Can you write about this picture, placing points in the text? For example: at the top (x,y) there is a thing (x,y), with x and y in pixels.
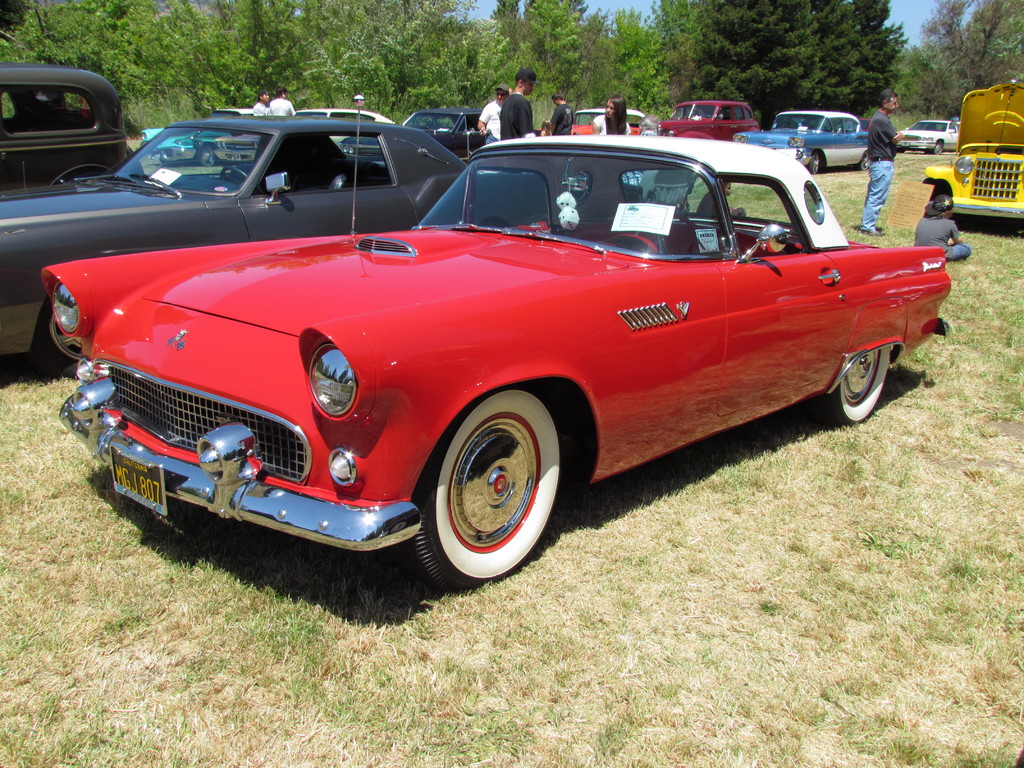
In this image we can see people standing on the ground (724,442) and motor vehicles (421,112). In the background (457,56) there are trees (559,57) and sky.
